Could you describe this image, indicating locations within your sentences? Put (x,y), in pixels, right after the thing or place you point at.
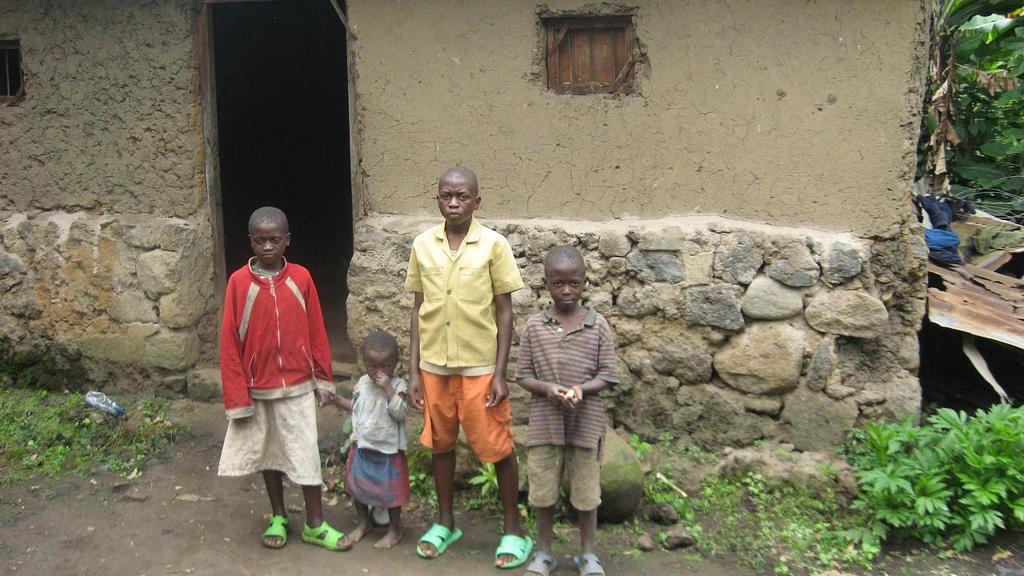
In this image, there are four people (413,376) standing. In the background (507,117), this is a house (413,106). At the bottom of the image (701,509), I can see the plants (904,437) and rocks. On the right side of the image (955,335), there are few objects (979,258) and the trees (969,168).
